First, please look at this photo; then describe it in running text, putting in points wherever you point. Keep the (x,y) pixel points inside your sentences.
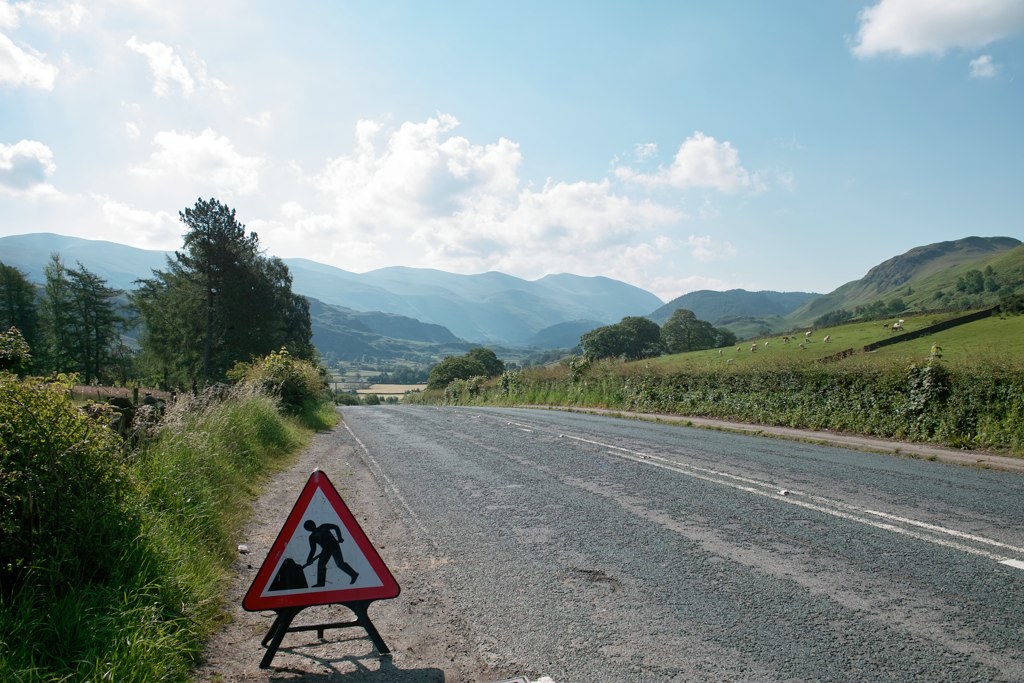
In the picture we can see a road (743,532) and besides to the road (949,635) we can see a grass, crops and trees (198,273) and an indication board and in the background (534,326) we can see hills (495,322) and sky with clouds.
